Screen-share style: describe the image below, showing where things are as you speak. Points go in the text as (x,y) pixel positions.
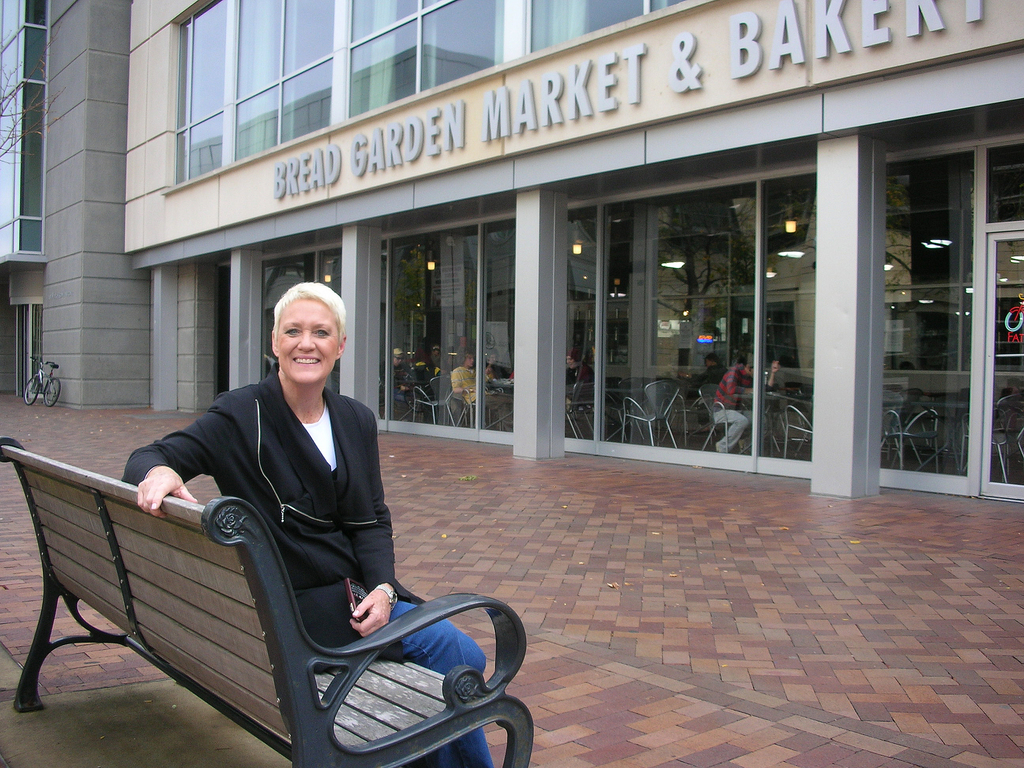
In the picture I can see a person (350,555) wearing a black color dress (321,525) is sitting on a wooden bench (193,641) and smiling. In the background (391,161), I can see the glass buildings (263,141) where I can see name board (701,74) and we can see glass doors (601,404) through which we can see a few people (461,385) are sitting on the chairs (457,410) and we can see ceiling lights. On the left side of the image (28,395) I can see a bicycle (42,397) parked near the wall (85,386).
